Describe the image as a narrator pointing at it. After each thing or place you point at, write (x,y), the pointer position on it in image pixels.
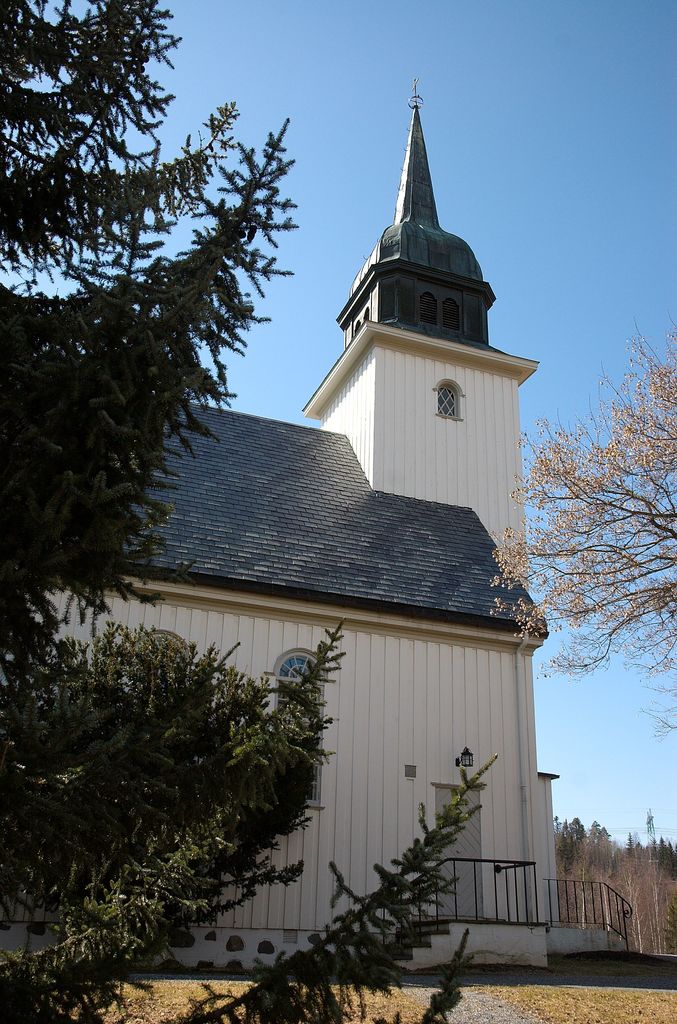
In this image there are some trees (29,825), and in the center (449,472) there is a building (440,938) and railing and in the background (600,926) also there are some trees (622,886). At the bottom of the image (398,1011) there is walkway (537,981) and grass (349,1023), and at the top (259,168) there is sky (278,44).
